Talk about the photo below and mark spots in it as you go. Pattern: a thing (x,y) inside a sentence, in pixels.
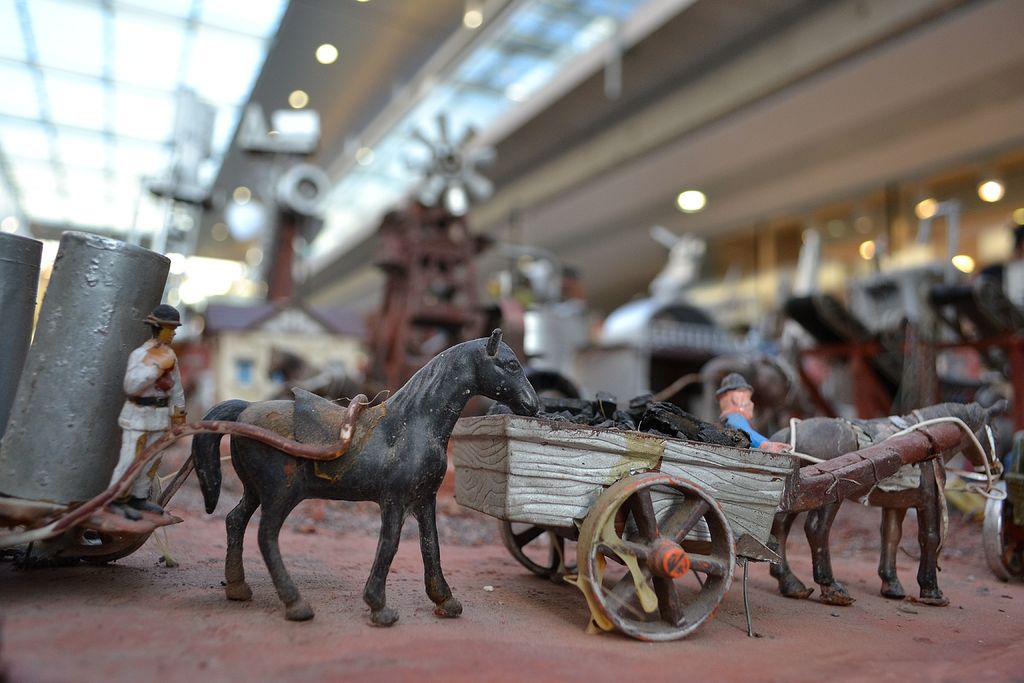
In this image, we can see toy models (429,399) on the blur background (800,332).
